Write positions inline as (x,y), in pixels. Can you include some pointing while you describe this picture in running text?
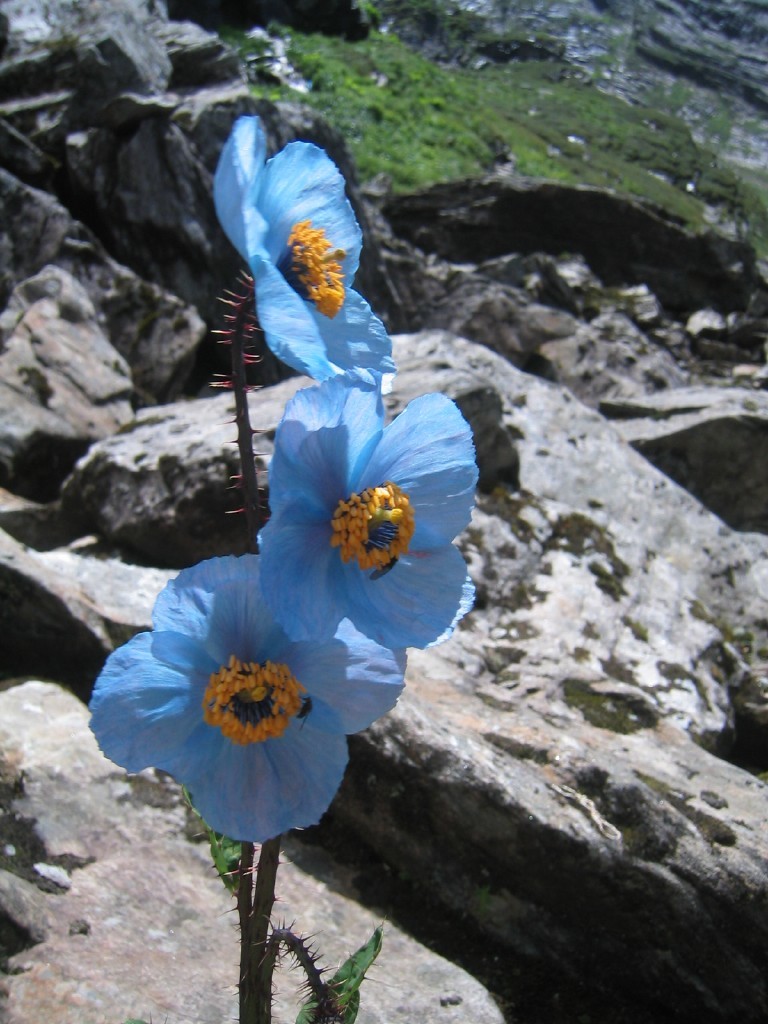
In this image I can see few flowers (258,781) which are blue, yellow and green in color to a plant (249,1018). I can see few rocks (548,726) and some grass (477,140) on them in the background (562,132).
